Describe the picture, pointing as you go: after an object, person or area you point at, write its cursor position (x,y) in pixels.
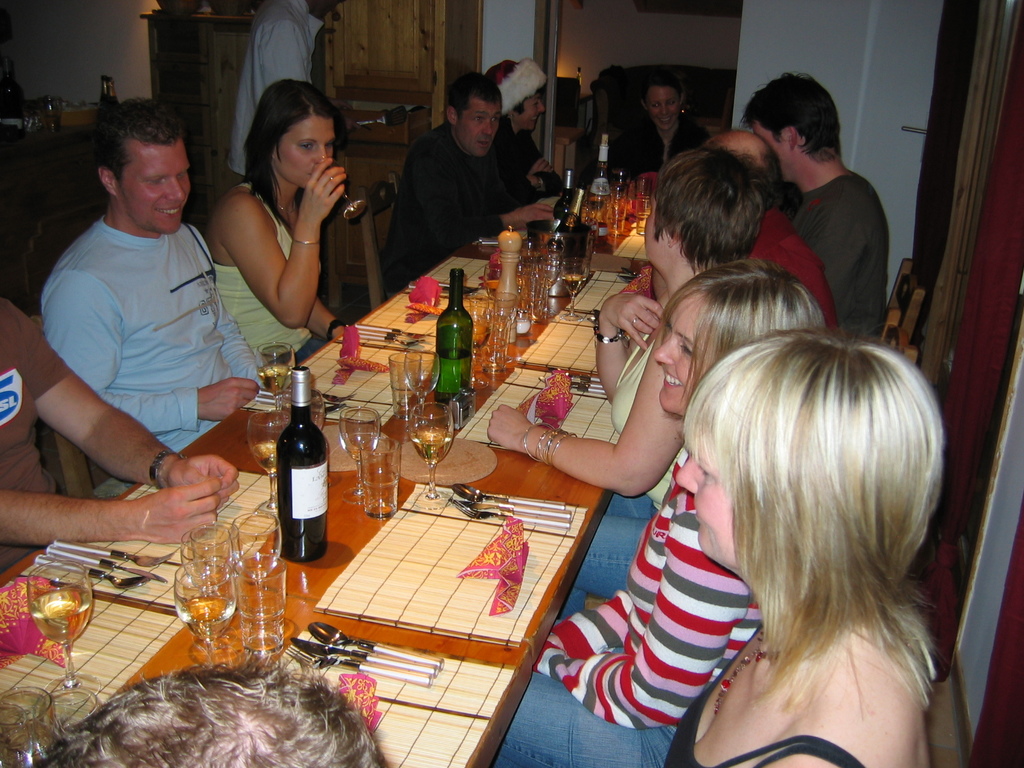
In the image we can see there are people (432,194) who are sitting on chair (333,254) and they are looking at each other and on table (346,495) there is wine bottle (297,510), wine glass (263,541), candle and the man (285,54) is standing over here and a person (527,86) is wearing cap (529,75).
